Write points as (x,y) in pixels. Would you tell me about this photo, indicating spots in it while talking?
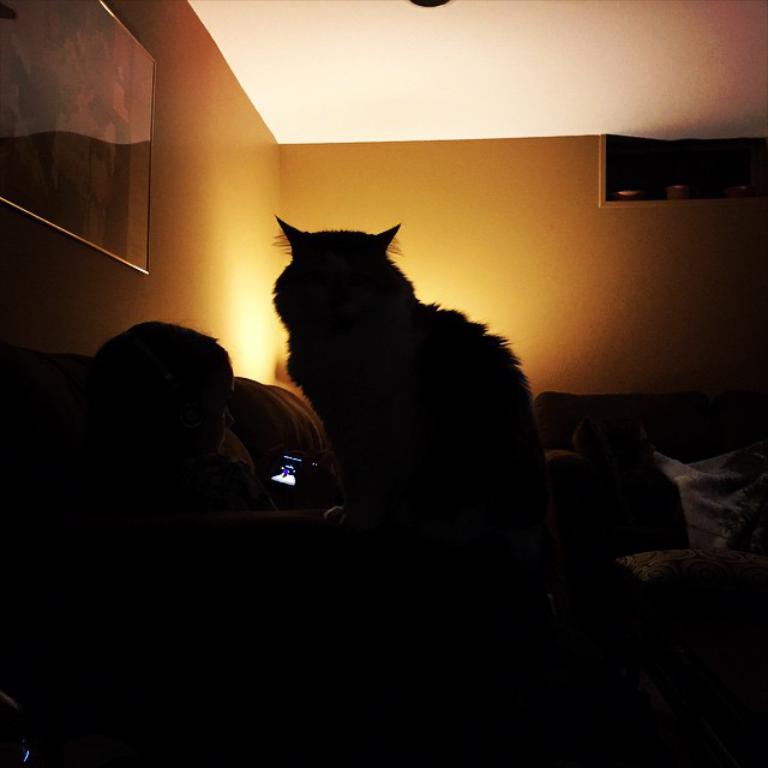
In this picture I can see the photo frame (124,133) on the wall (198,194). I can see the animal (349,375). I can see a person (203,463) on the sofa (210,519).
